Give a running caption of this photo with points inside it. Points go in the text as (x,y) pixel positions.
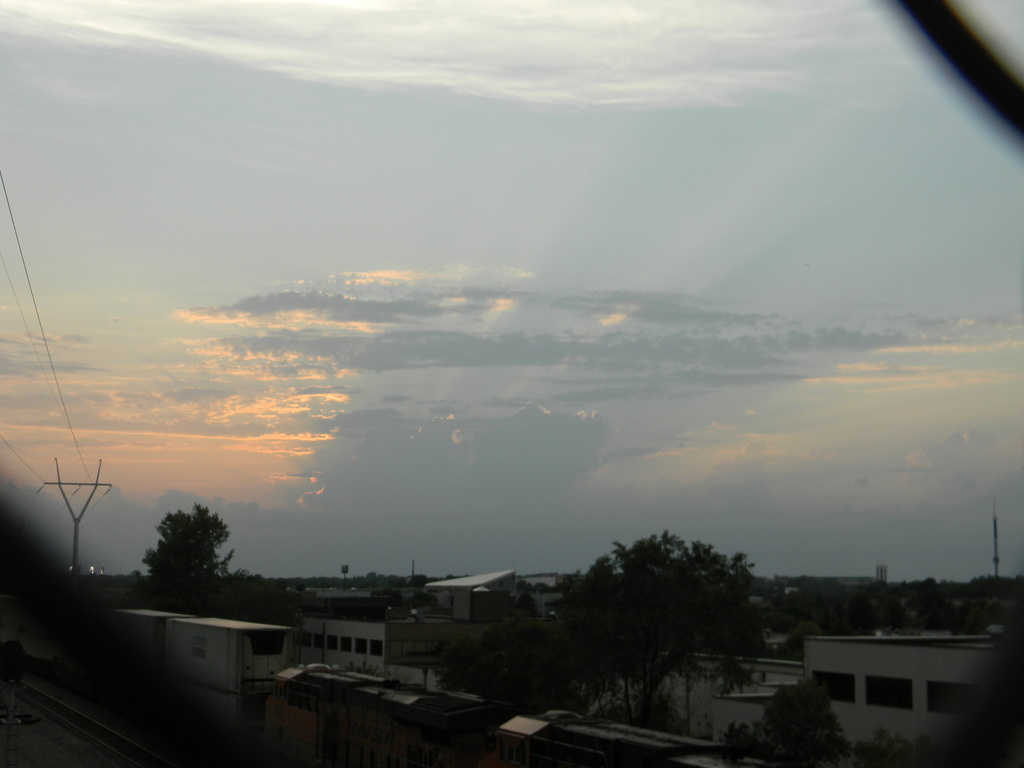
In this image we can see buildings (400,671), sheds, trees (608,605), towers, electric poles (77,534), electric cables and sky (455,356) with clouds (780,356).
